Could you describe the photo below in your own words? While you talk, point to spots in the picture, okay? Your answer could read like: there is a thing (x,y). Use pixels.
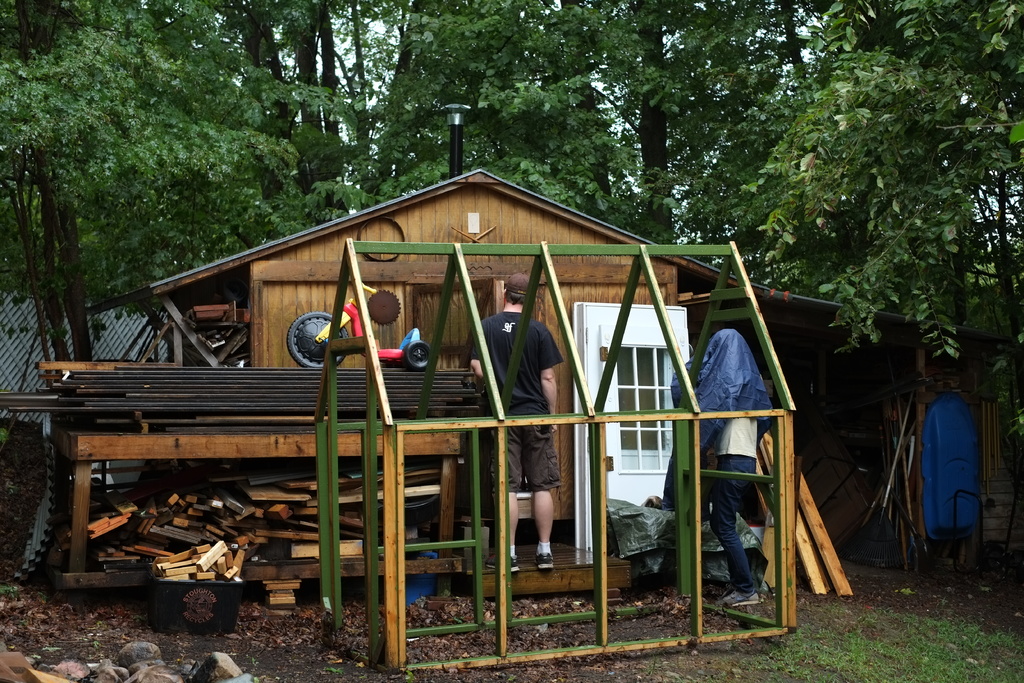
In this image we can find a wooden house (459,232), two persons (734,454) are standing in front of it, there are some wooden sticks (248,533) and iron rods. Behind the house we can see some trees (59,228), there is door (636,430) and a cover (648,511).
